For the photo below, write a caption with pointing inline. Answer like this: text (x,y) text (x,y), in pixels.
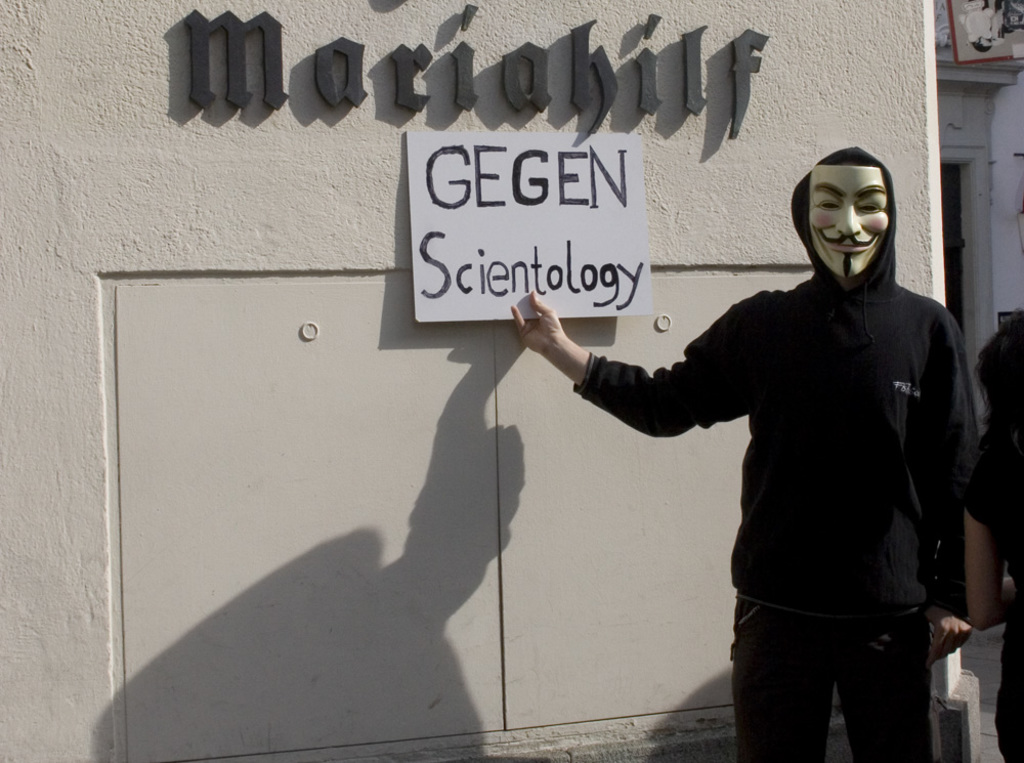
In this image I can see the person (821,411) standing and wearing the black color dress (780,396) and also wearing the mask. The person (731,335) is holding the white color board (495,249). To the right (979,549) I can see another person (979,564) with black color dress (1019,627). In the back (343,77) I can see the wall (343,77) and something is written on it.
